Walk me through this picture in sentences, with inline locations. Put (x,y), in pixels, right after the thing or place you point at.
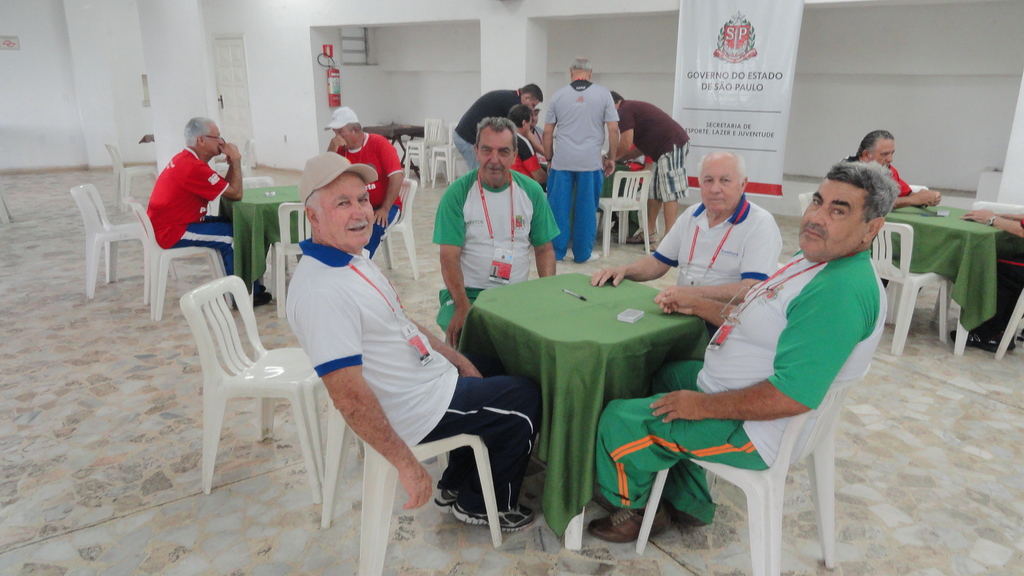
In this image I can see few men (314,297) are sitting on the chairs (429,443) around the tables (559,378) which are covered with green cloth (588,365). In the background (683,67) there is a banner (683,67) and a door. In the background (641,125) there are few people (594,114) standing.
